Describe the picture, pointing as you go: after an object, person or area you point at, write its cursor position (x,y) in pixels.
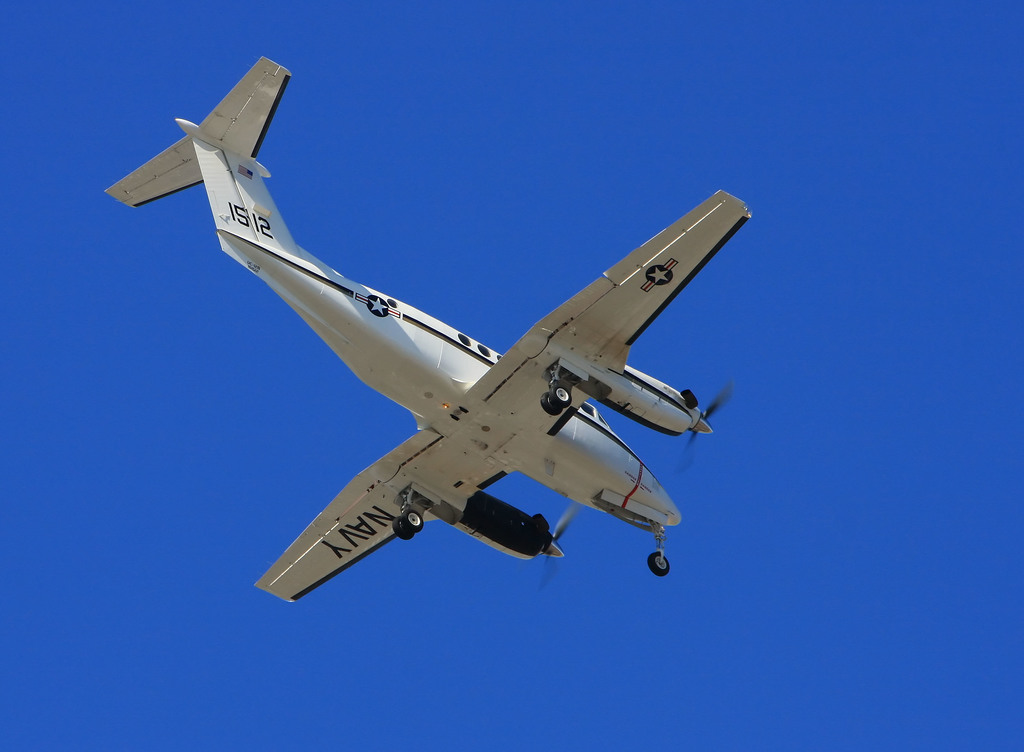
There is an aeroplane (480,501) present in the middle of this image (650,276) and the blue sky (551,255) is in the background (773,462).
